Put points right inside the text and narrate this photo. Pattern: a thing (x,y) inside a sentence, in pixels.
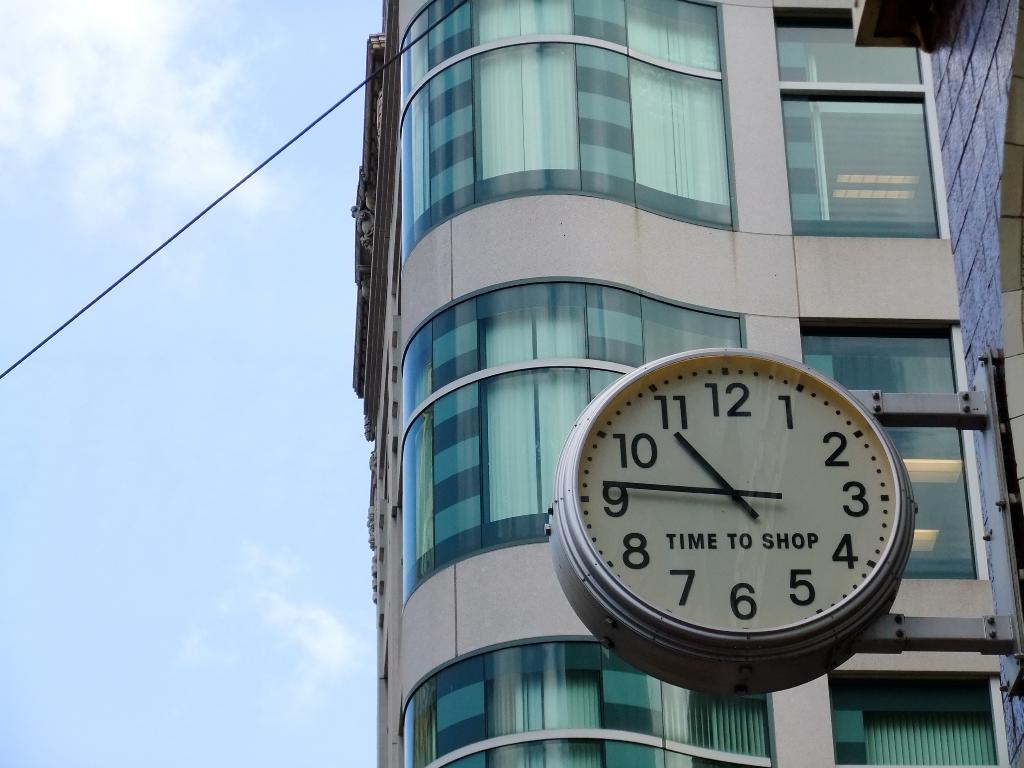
Here we can see a clock (793,534) to a stand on the wall (1005,440) on the right side (703,461). In the background (522,243) we can see a building (701,273), windows (445,107), curtains (547,135), wire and clouds (62,99) in the sky (52,196).
